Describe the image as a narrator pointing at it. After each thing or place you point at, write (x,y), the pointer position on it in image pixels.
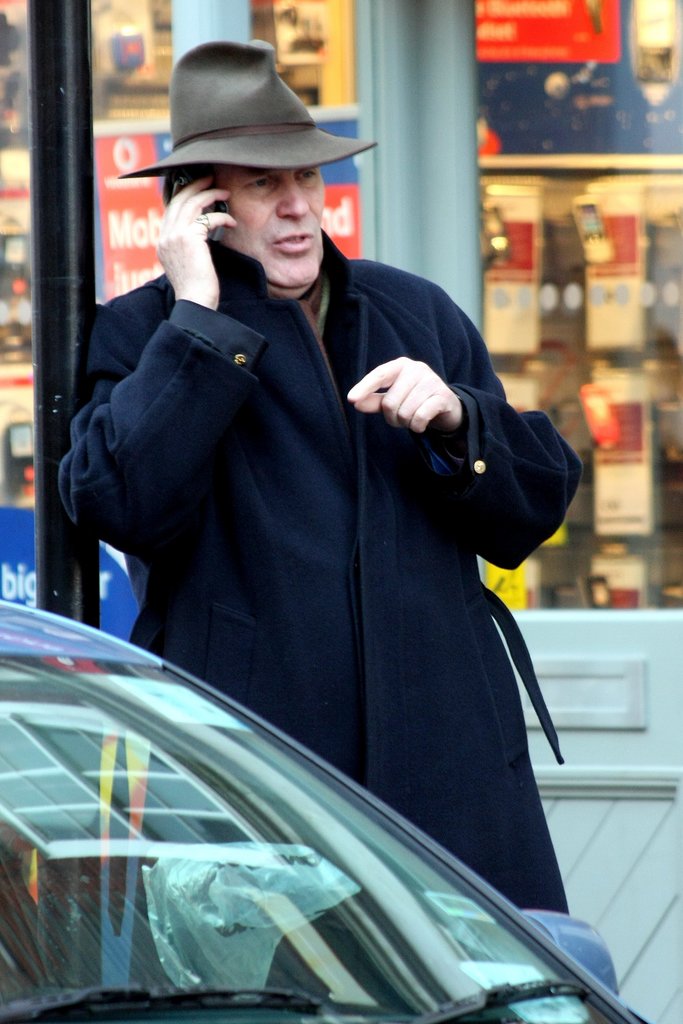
In this picture I can see a car (271,828) in front (40,714) and behind the car (31,663) I can see a man (295,423), who is wearing a jacket (227,310) and holding a phone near to his ear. I can also see that he is wearing a hat (215,70). In the background (115,43) I can see a store (156,190) and through the glasses (538,150), I can see number of things (594,203) and I see something is written.
